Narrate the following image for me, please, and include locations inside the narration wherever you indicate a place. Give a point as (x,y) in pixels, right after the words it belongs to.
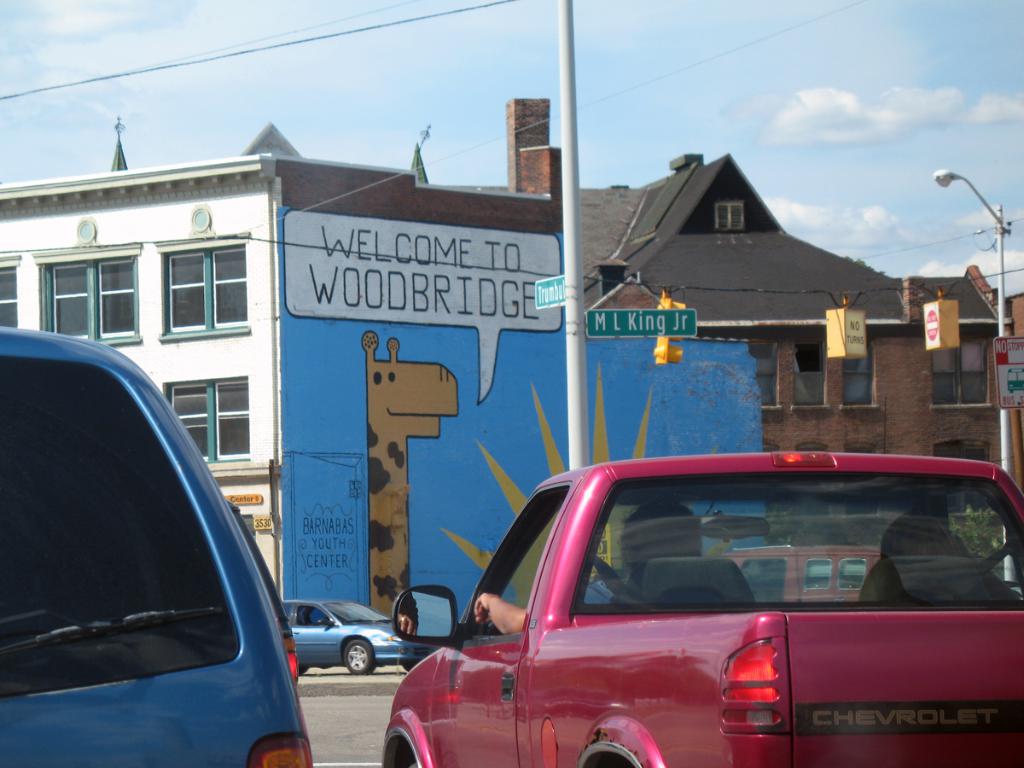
These are the two vehicles (496,645) that are moving on the road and at the down side. In the middle (645,397) there is a building (546,440) and it has a painting (424,569) of a giraffe (388,487). At the top (690,85) it is the sky (732,71).
